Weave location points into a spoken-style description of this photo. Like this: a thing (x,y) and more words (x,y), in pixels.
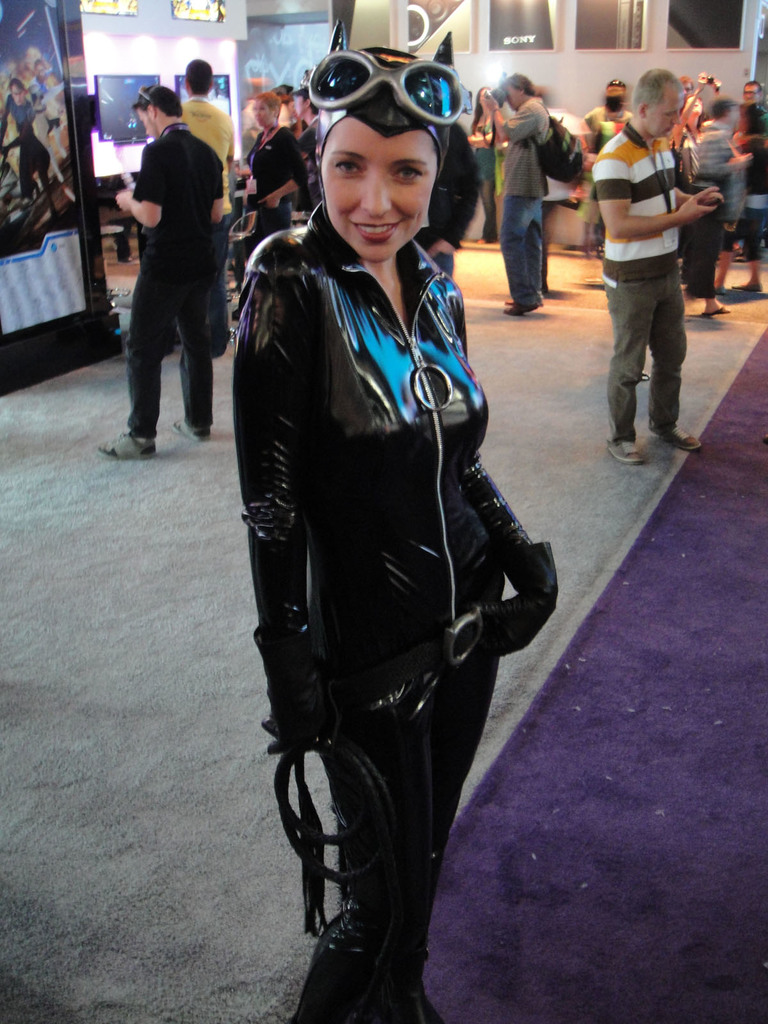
In this image in foreground (436,446) there is one person (407,351) standing, and she is wearing a dress (398,404) and goggles (434,111). And in the background (725,185) there are a group of people (452,150), and there are some boards (43,135), wall (355,39), television (226,90) and some objects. At the bottom (156,724) there is floor (642,614).
